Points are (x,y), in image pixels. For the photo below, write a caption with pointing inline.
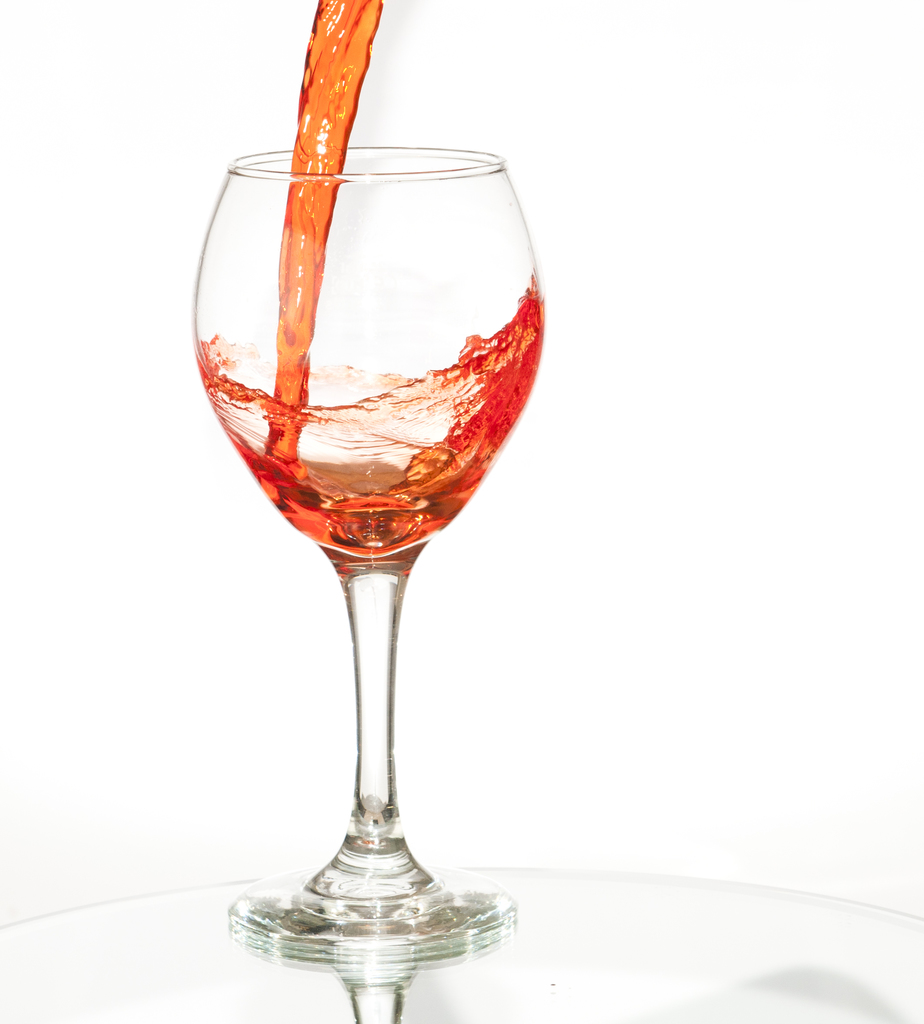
There is a wine glass (350,458). A drink (381,548) is being poured in it. There is a white background (70,388).
